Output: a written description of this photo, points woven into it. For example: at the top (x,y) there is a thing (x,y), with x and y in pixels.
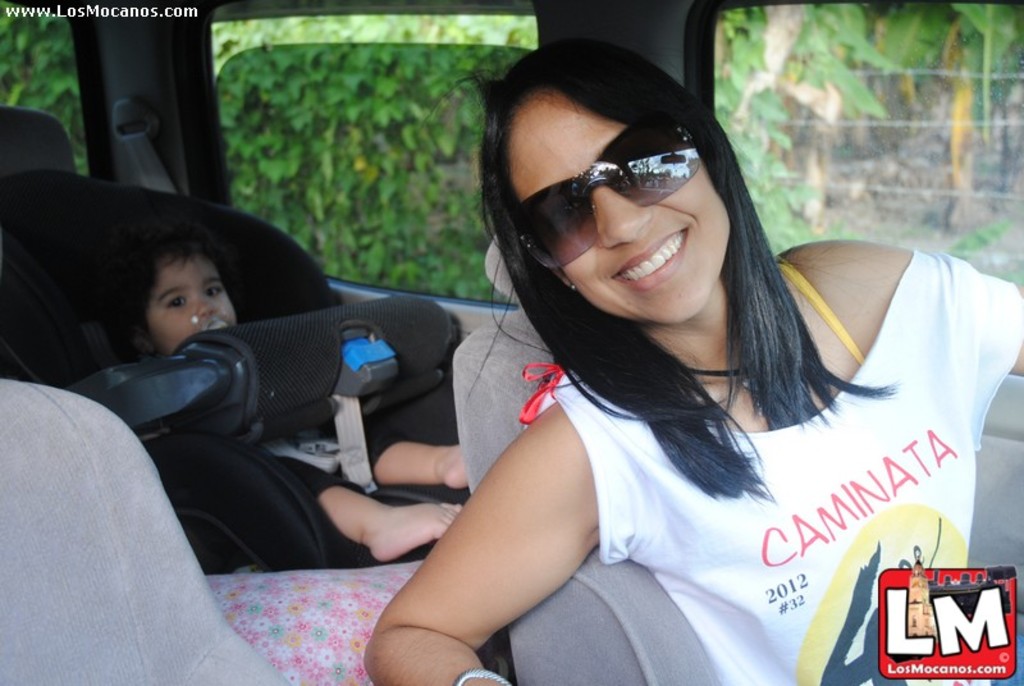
In this picture I can see the inside view of a vehicle (281,5), there is a woman (634,415) smiling and sitting on the seat (636,676), there is a baby (153,240) on another seat (104,235), and in the background (787,158) there are plants (234,177) and there are watermarks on the image.
